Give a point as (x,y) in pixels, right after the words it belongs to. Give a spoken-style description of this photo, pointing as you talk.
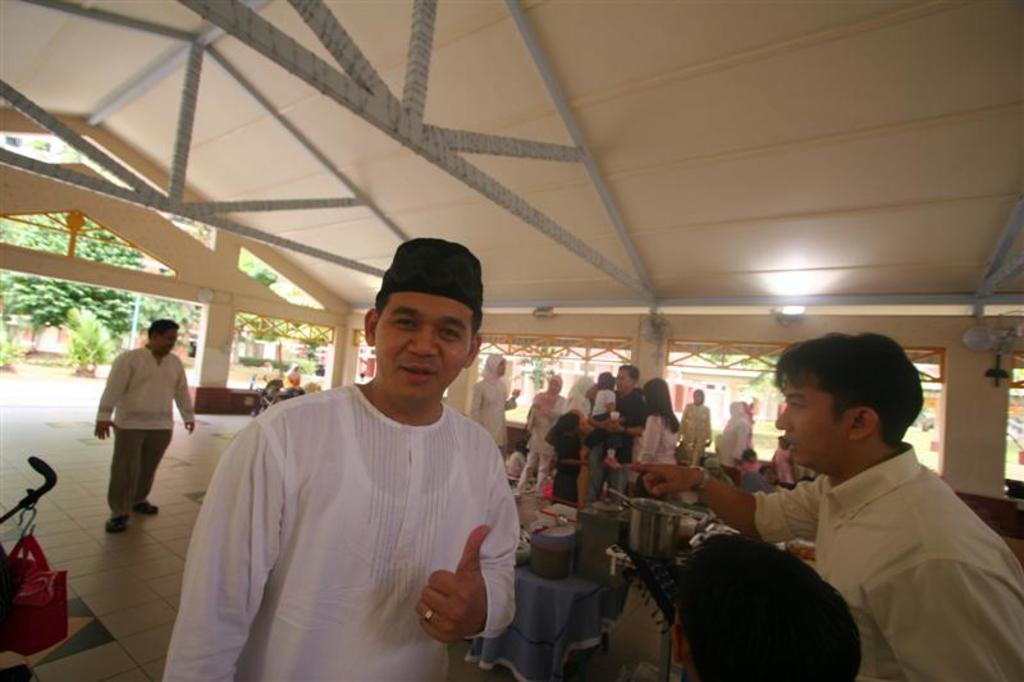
This is an inside view. Here I can see many people (278,449) are standing on the floor (178,561). In the middle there is a table (585,624) on which many objects (554,558) are placed. On the right side (861,499) there is a person (830,571) pointing with the hand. On the left side (319,547) there is a man (405,525) standing and looking at the picture. At the top (360,56) there are few metal rods (365,89) attached to the roof (584,96). In the background (89,301) there are some tree (56,306).
